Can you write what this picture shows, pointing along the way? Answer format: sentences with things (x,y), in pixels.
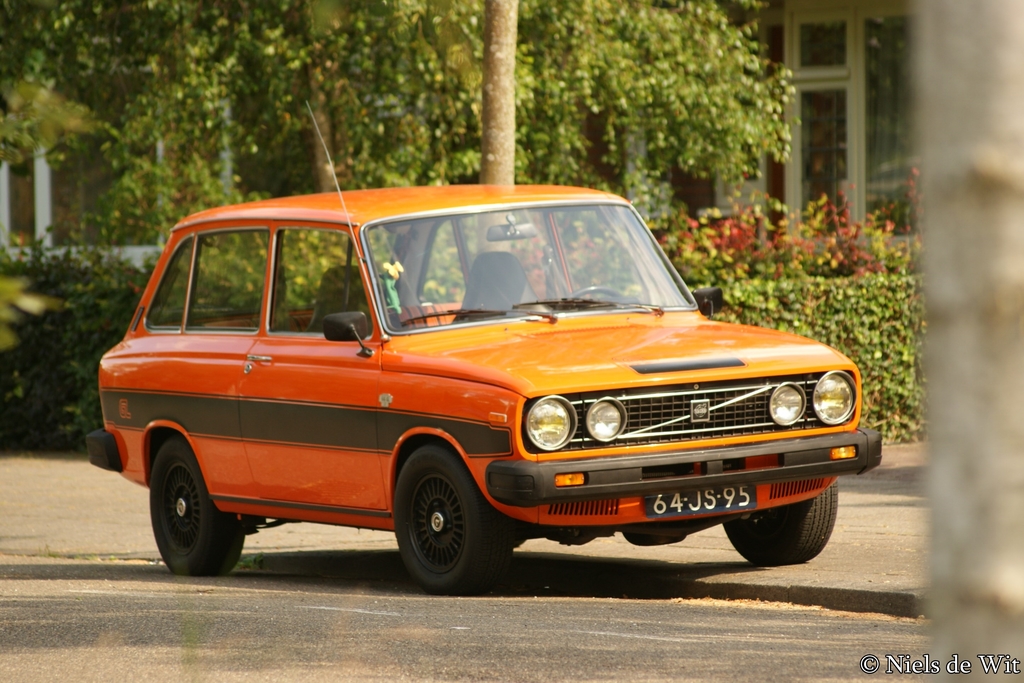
In the image there is an orange car (445,374) on the road (182,653) and in the back (820,228) there are plants (778,314) and trees (296,172) with a building (859,95) behind it.
